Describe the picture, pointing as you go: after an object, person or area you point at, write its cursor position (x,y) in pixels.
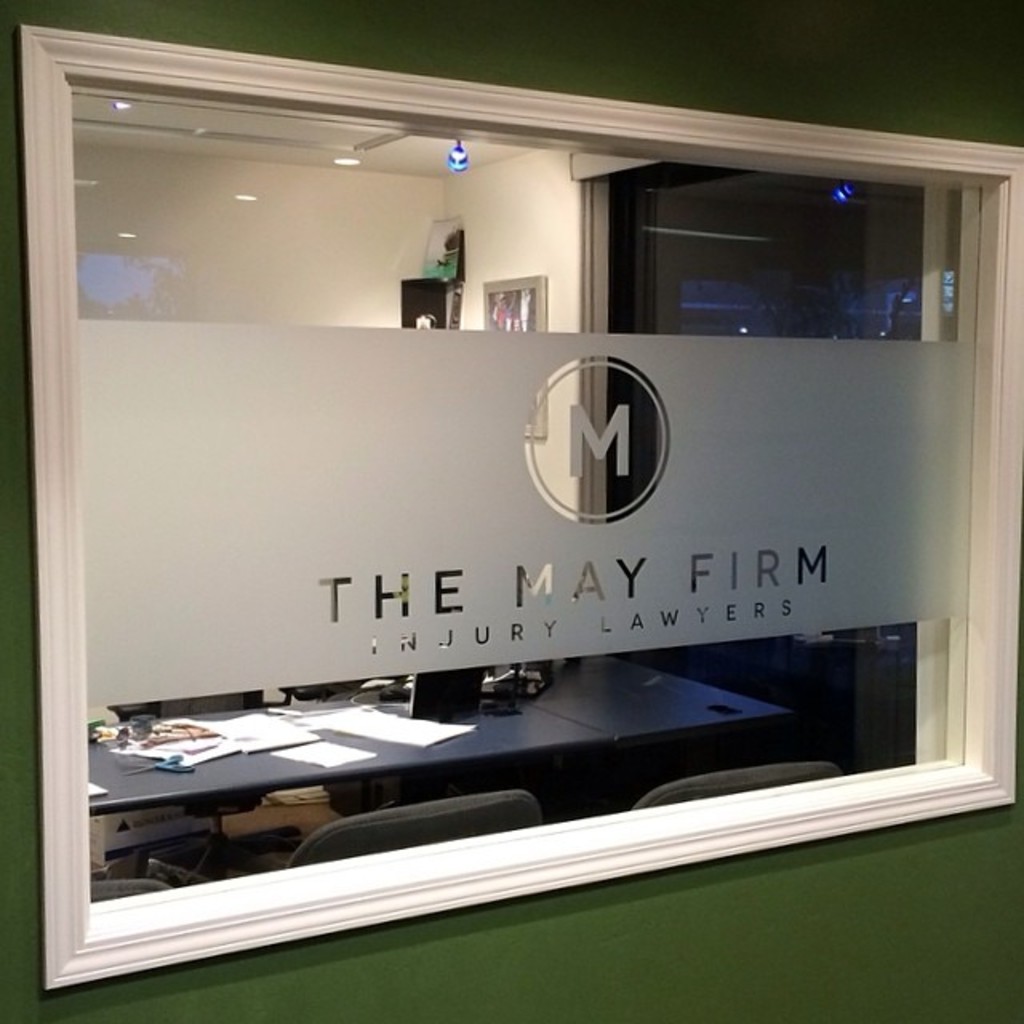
In the center of the image (596,674) there is a table (343,743). On the table (255,776) we can see papers (324,755), scissor (173,762) and some objects (165,742) are present. At the bottom of the image (483,824) chairs (471,812) are there. At the top of the image (402,259) we can see frames (503,288), lights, wall (218,207) are present. In the background of the image (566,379) we can see a glass of window (537,585) is present.
